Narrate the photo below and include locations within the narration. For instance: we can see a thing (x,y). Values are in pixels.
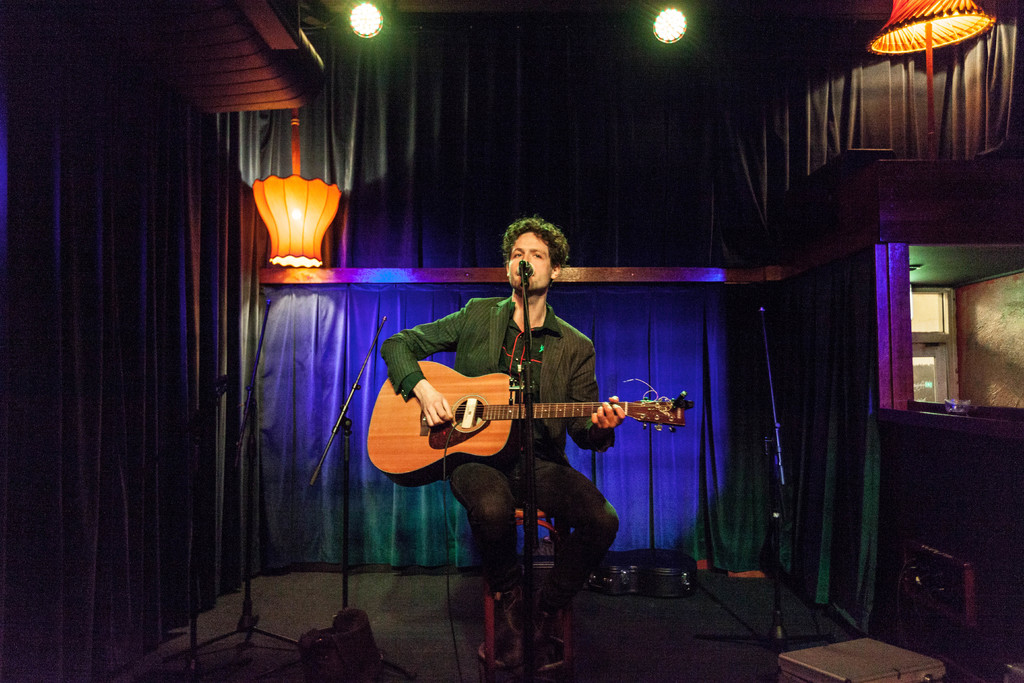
A man (513,277) is singing with a mic (525,270) in front of him while playing guitar (380,418) on a stage (433,610).
